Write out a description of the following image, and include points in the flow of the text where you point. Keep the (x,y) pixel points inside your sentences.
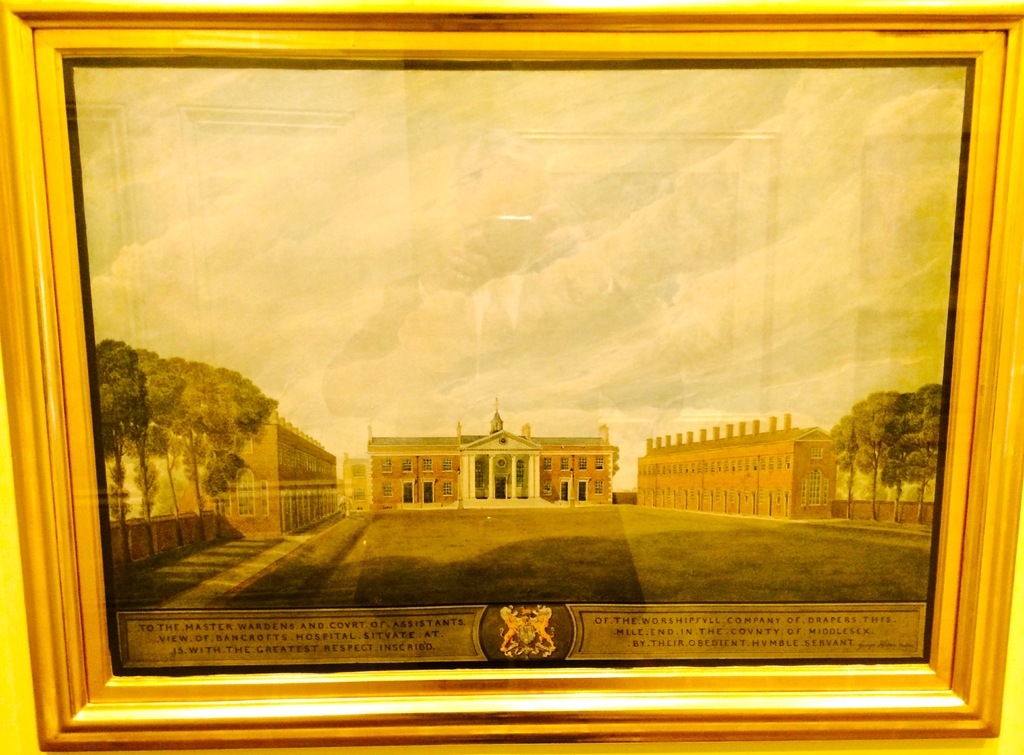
This picture shows a photo frame (12,278) and in the photo (509,519), We see buildings (375,460) and trees (928,424) and text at the bottom (712,615).
